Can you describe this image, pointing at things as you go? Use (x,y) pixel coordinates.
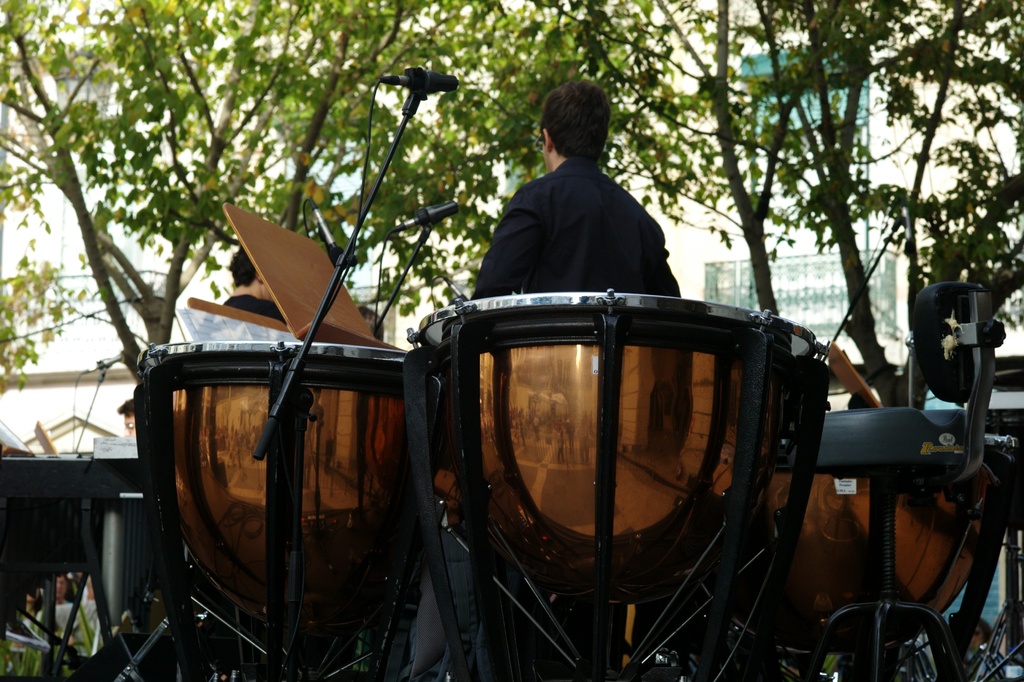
In this image there is a building (823,268), there are trees (307,146) towards the top of the image (91,93), there is a wall (59,240) towards the left of the image (20,238), there are three men (495,239), there are musical instruments (590,530), there are stands (285,396) towards the bottom of the image (283,503), there are microphones (441,83), there are wires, the background of the image (675,41) is white in color.
